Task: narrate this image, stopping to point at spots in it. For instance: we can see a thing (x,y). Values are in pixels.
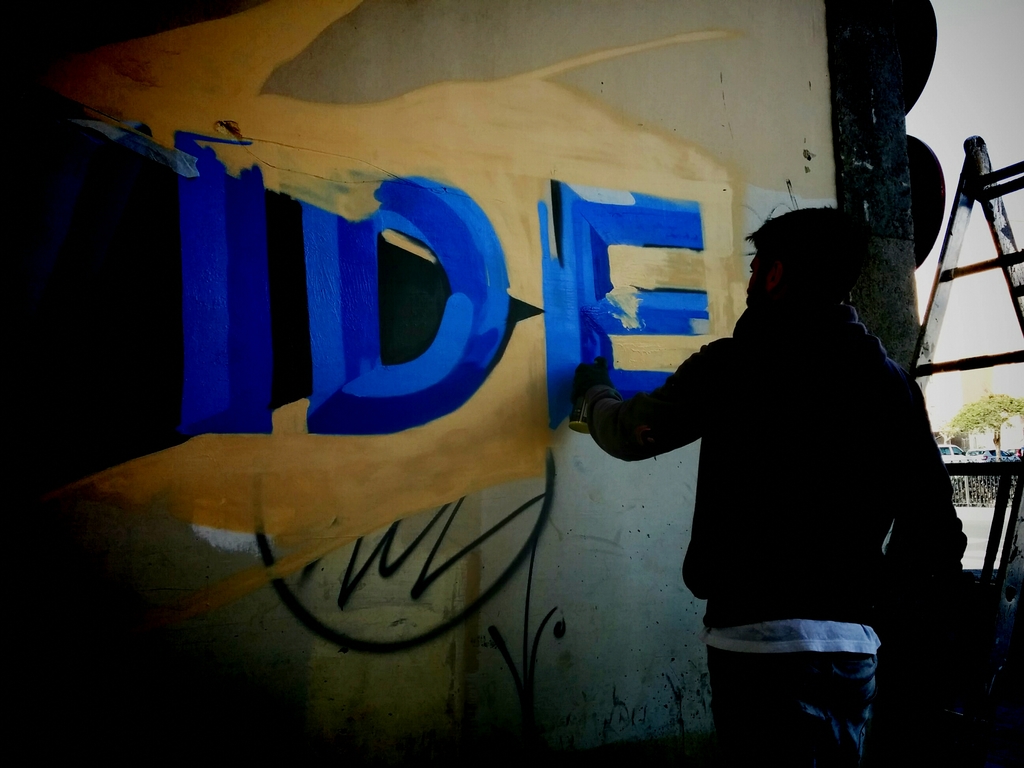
In this image we can see one man (729,338) standing near the wall (490,505), holding a graffiti bottle (580,424) and painting graffiti (583,135). There is one ladder (995,542) beside the man (923,496), one tree (1020,413), some vehicles (953,455) near the tree (971,422), some objects (961,469) on the floor (983,517) and two objects (918,63) attached to the wall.
